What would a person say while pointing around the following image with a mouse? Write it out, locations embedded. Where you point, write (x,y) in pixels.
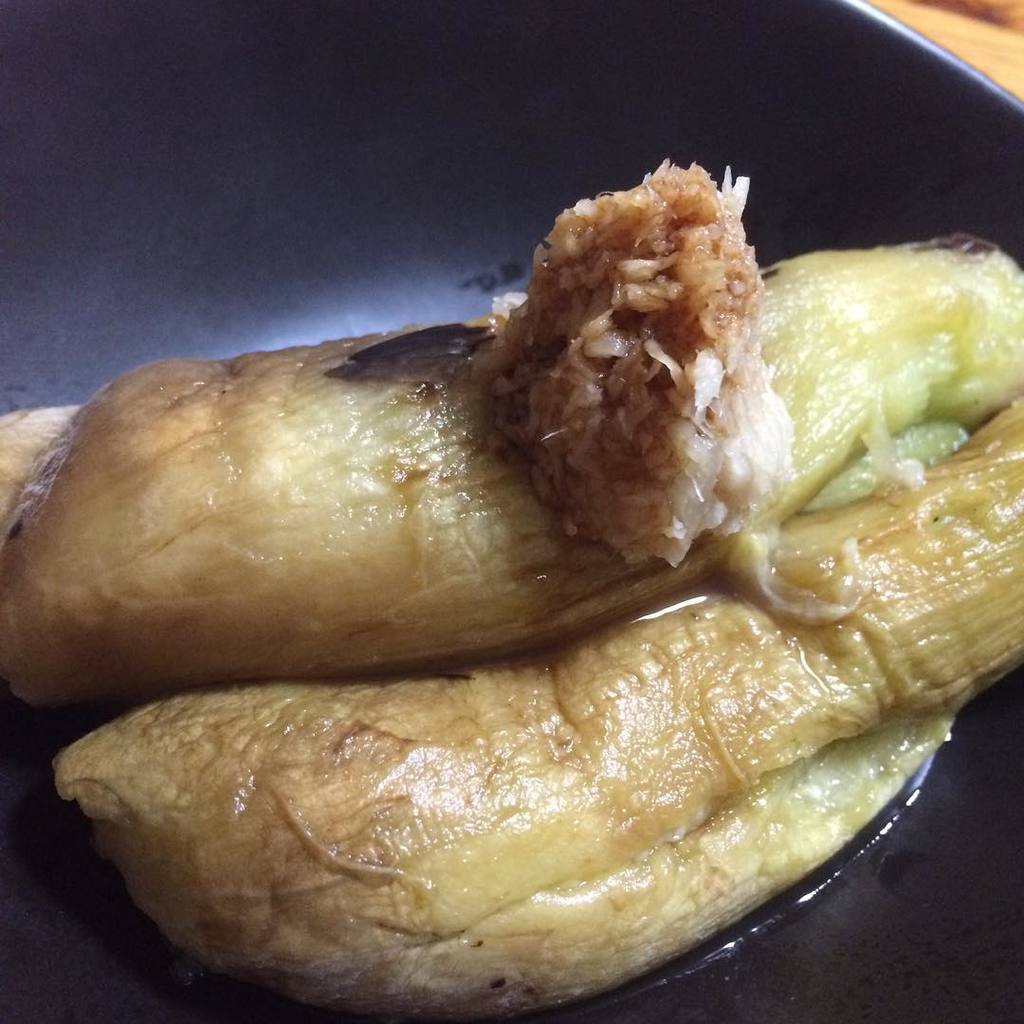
In this picture we can see food items (296,597) are placed on a plate (180,170) and this plate (779,122) is placed on a surface (977,55).
